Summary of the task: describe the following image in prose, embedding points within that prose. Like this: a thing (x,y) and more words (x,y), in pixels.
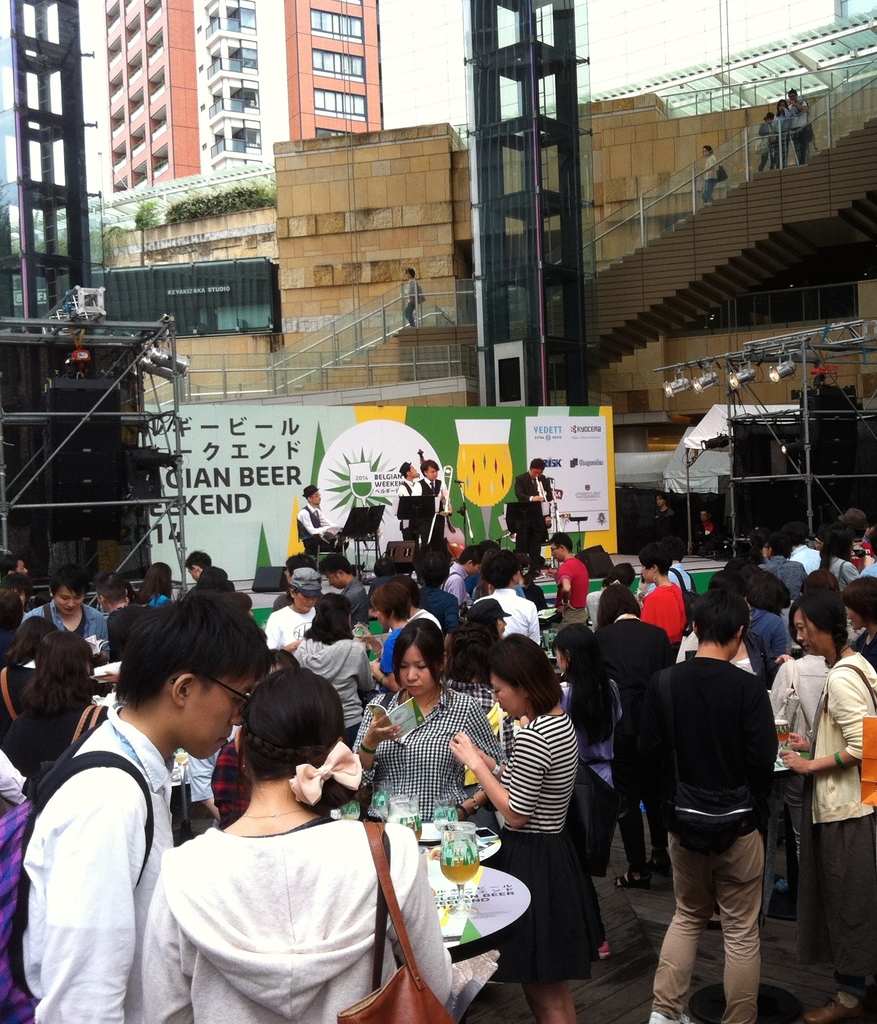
At the bottom of this image (191,694) I can see a crowd of people (388,725) standing on the ground (629,1002). There is a table (465,915) on which glasses (467,848) and mobiles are placed. In the middle of the image (311,537) few people (410,522) are standing on the stage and playing some musical instruments (547,498). At the back of these people (320,524) there is a board (346,466) on which I can see the text (242,425). In the background (261,224) there are many buildings (252,278). On the left side (61,494) there is an object (106,480). On the right side (715,241) few people (802,117) are climbing the stairs (689,246) and also there is a metal stand (728,357) to which few lights (745,379) are attached.
